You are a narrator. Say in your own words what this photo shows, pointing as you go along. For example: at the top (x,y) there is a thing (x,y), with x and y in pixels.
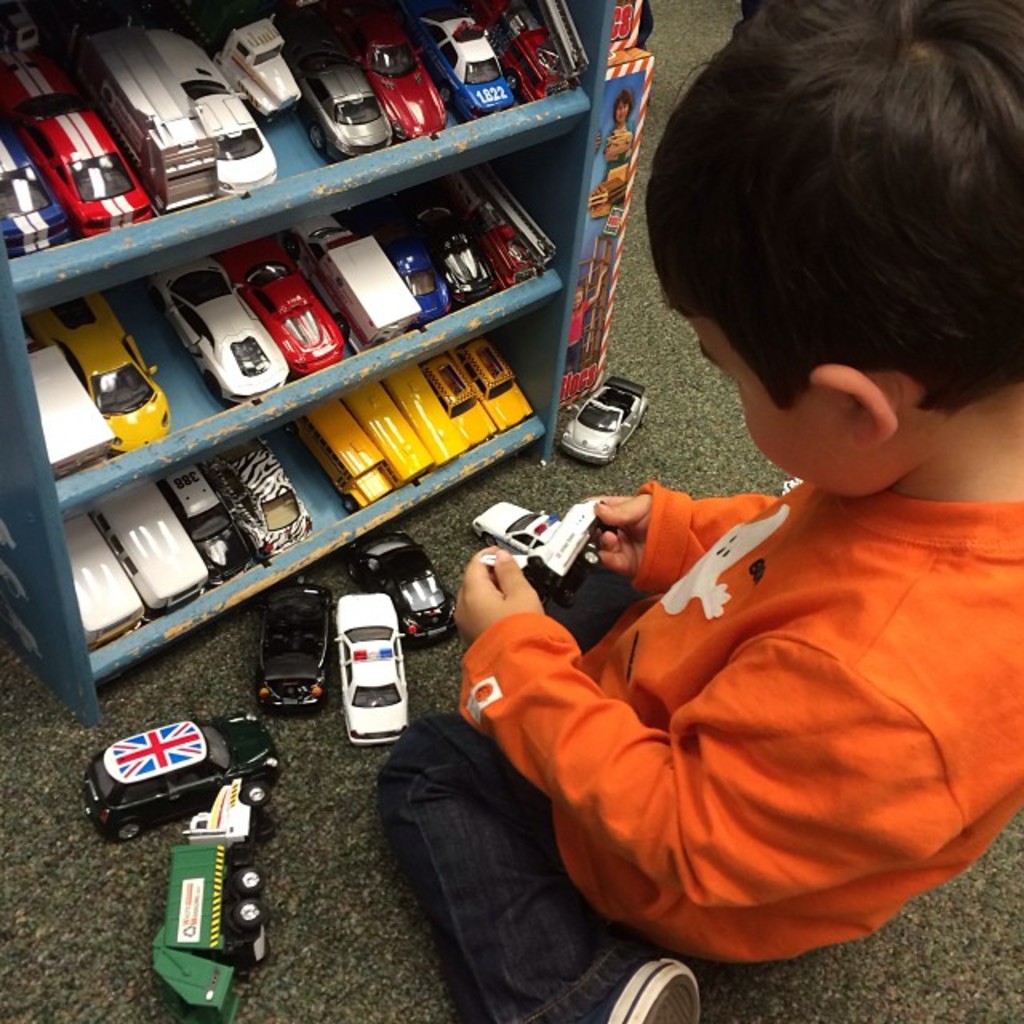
In this picture we can see a boy (847,752) is seated on the floor (925,909), and he is playing with toys (572,564), and we can see few more toys (246,292) in front of him in the racks (107,482).
